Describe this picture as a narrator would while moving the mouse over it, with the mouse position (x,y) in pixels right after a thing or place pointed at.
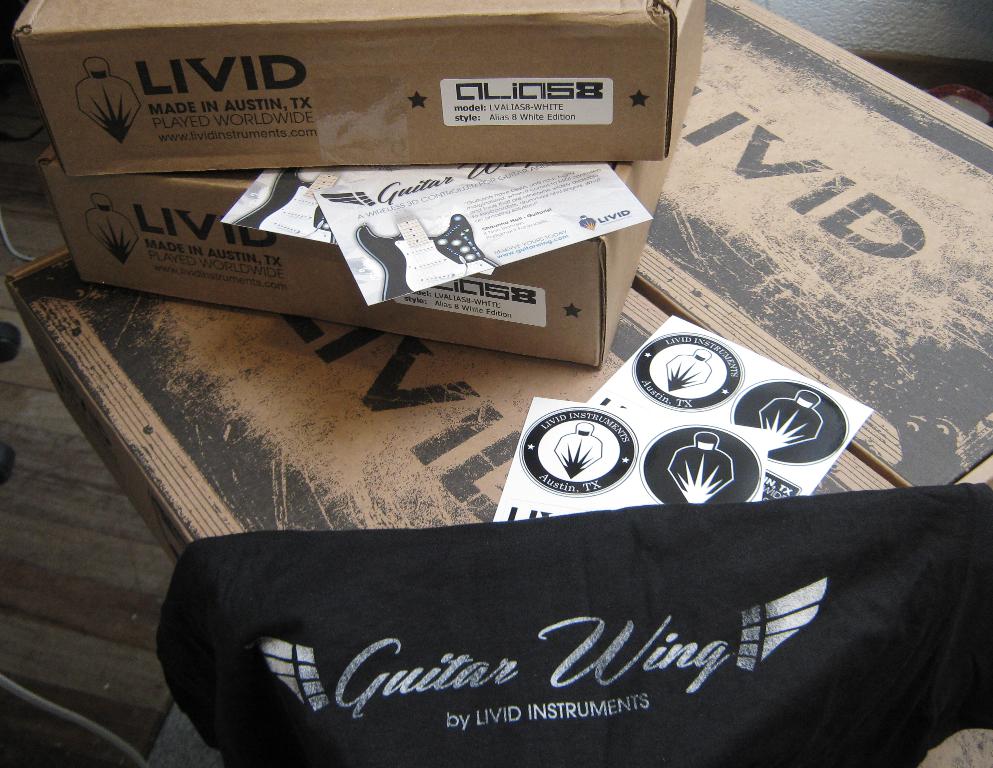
In this image I can see two cardboard boxes (408,151) on the table (300,503). I can also see two pages (608,473) and a black color cloth (516,670) on the table (317,424) and the table (286,409) is in brown color.
